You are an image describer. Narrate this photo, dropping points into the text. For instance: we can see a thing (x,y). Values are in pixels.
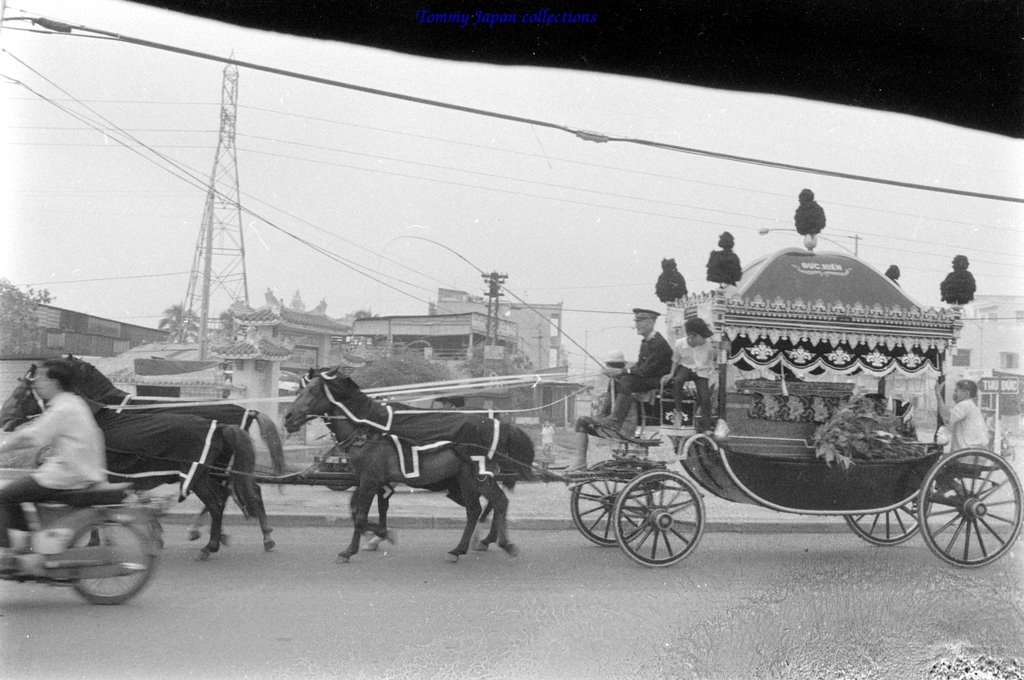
This is a black and white picture. In this picture, we see men (638,385) are riding the horse cart (608,506). On the left side (20,524), we see a man (80,475) is riding the bike (123,564). At the bottom (387,617), we see the road (395,604). There are trees (370,360), buildings (553,343), tower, electric poles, street lights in the background (205,313). At the top (469,90), we see the sky (552,116) and the wires (375,157).
